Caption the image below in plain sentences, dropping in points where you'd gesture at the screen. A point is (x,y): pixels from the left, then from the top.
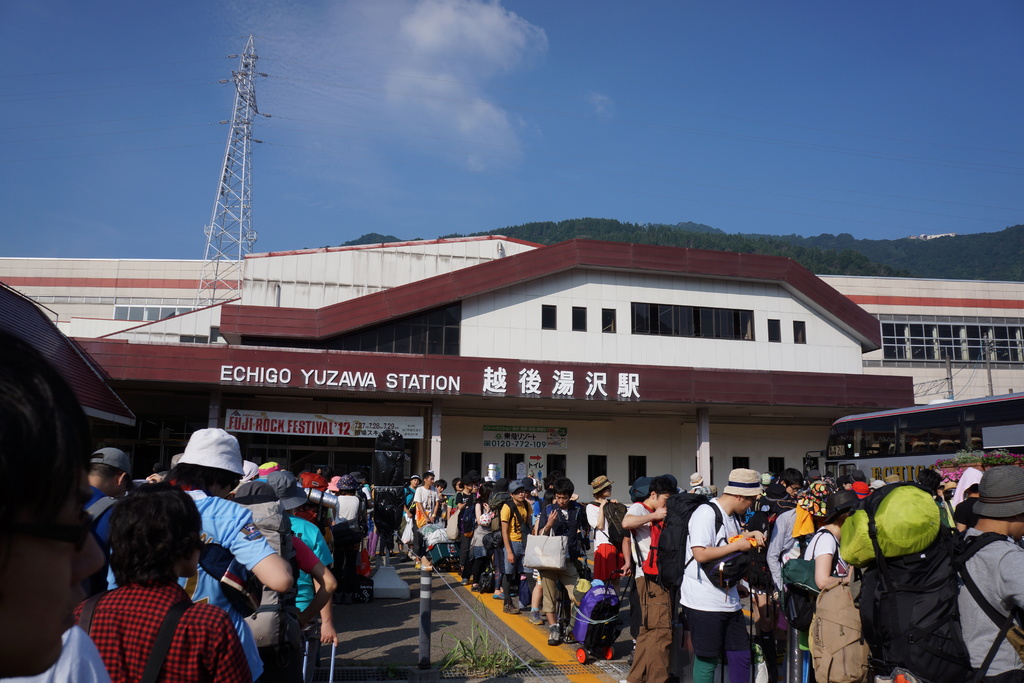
Here we can see some persons (624,572) on the road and there is a bus (991,427). Here we can see briefcases (544,560), bags (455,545), boards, poles (436,450), building (569,321), and trees (889,275). In the background (1000,225) there is sky (514,104).
